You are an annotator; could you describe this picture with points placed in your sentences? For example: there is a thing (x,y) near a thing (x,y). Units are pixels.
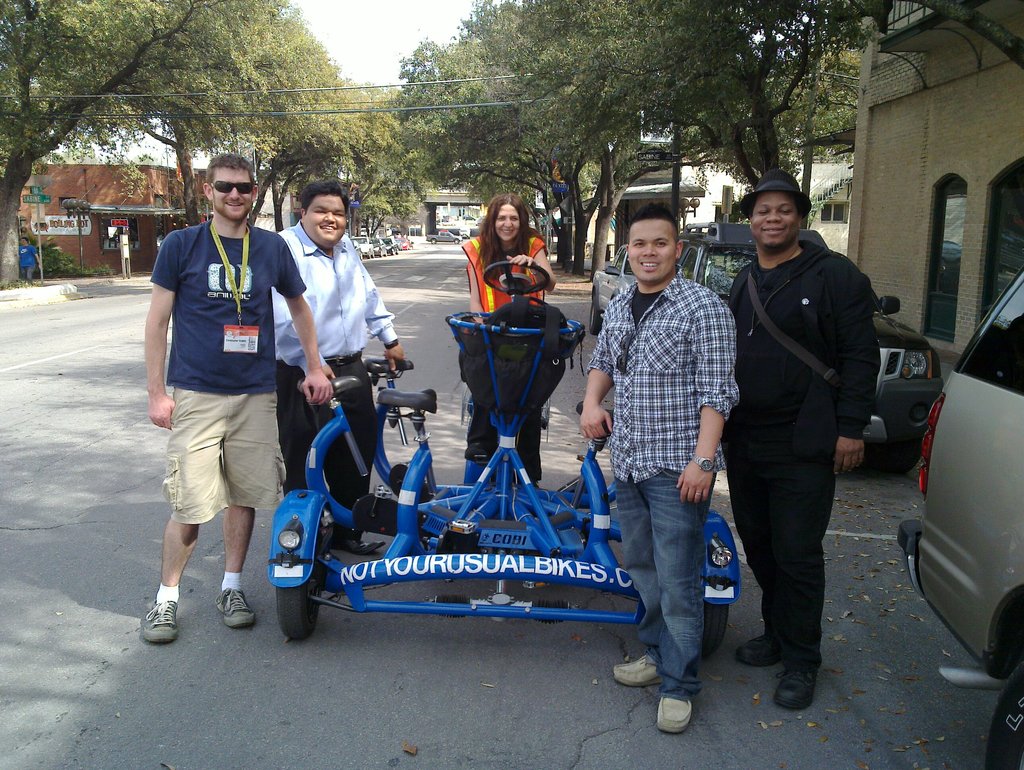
In this picture we can see five persons (282,380) are standing on the road (286,714). This is bike (549,491). There are cars (1023,741). And on the background (227,20) we can see some trees (439,115) and this is sky (358,32). And there is a building (942,207).
